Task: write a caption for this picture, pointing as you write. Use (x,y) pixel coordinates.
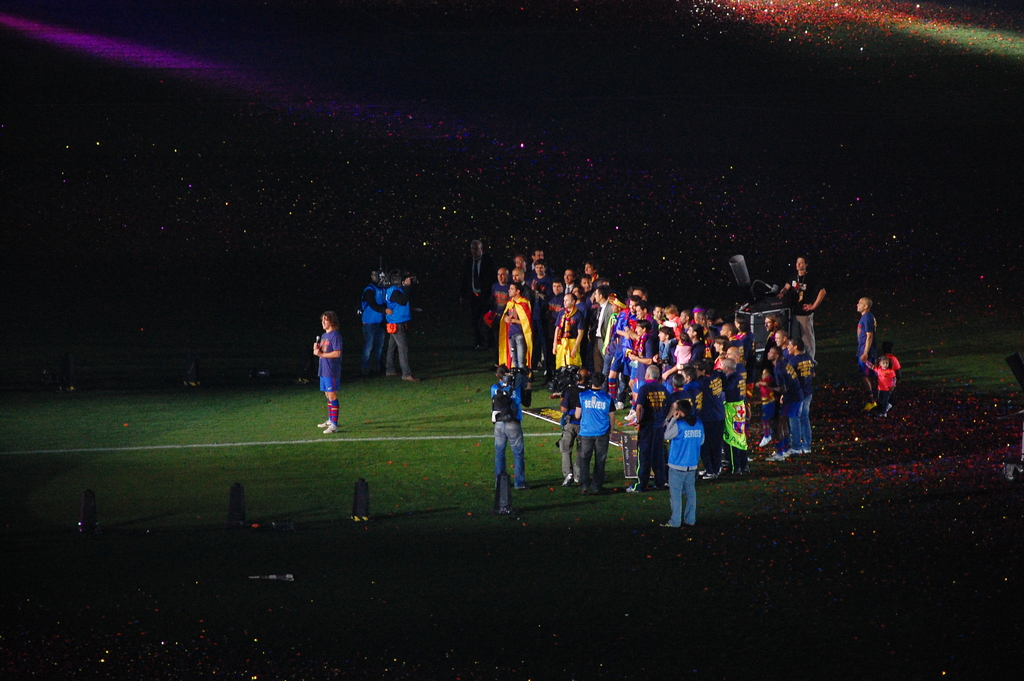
In this picture we can see a group of people (808,416) standing on the ground (919,333) where a person (322,348) holding a mic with hands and in the background (308,356) it is dark.
